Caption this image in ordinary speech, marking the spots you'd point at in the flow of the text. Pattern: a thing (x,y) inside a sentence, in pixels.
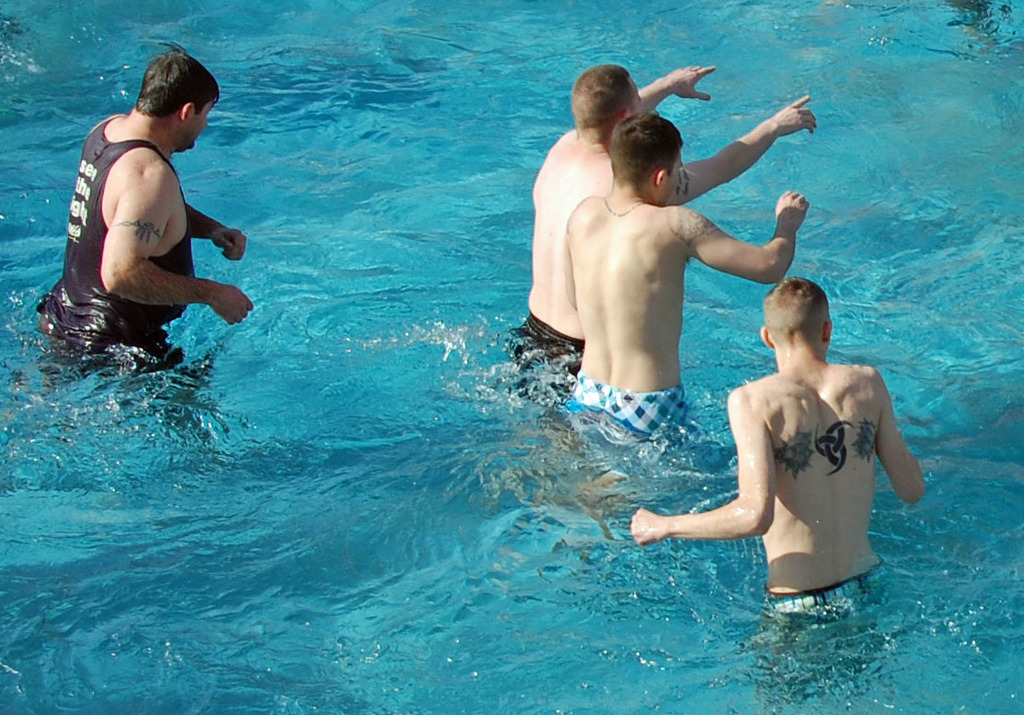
On the left side (112,255), there is a person (106,222) in a black color dress (87,217), partially in the water (150,440). On the right side (825,560), there are three persons (610,118) without having shirts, partially in the water (699,481). And the background of this image (870,117) is blue in color.
